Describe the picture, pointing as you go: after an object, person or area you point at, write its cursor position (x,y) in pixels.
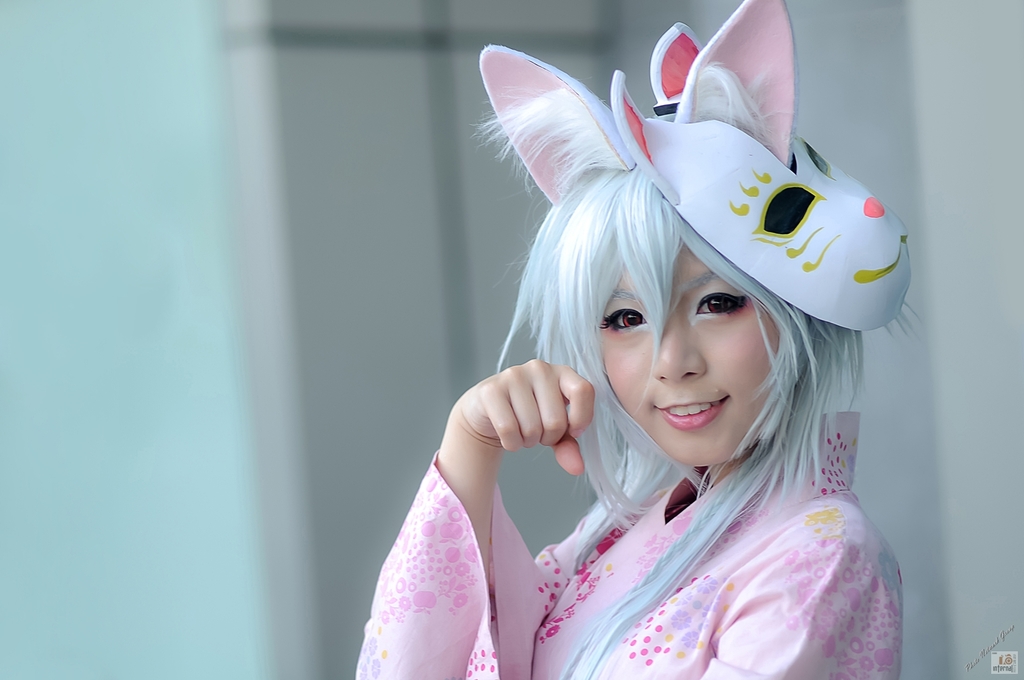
In front of the image there is a person (701,379) having a smile on her face (688,379). There is some text (998,667) and watermark (1010,671) at the bottom of the image (998,651).
